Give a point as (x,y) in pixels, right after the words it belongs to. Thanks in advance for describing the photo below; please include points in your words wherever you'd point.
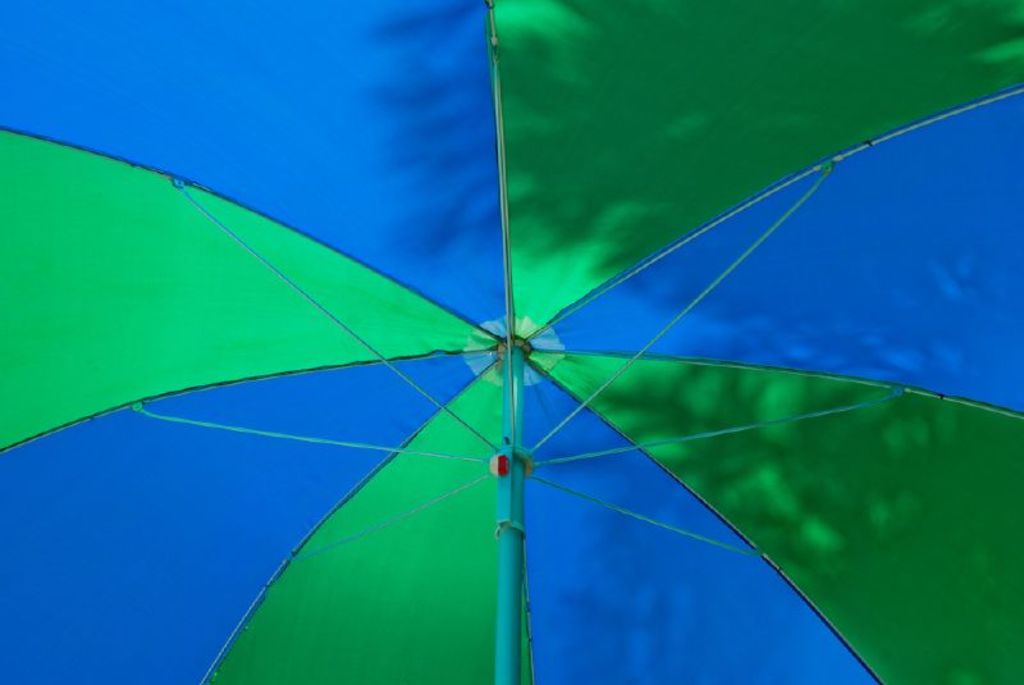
In this picture there is an umbrella (549,234) in blue and in green color and there is a shadow (894,594) of a tree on the umbrella (736,415).
